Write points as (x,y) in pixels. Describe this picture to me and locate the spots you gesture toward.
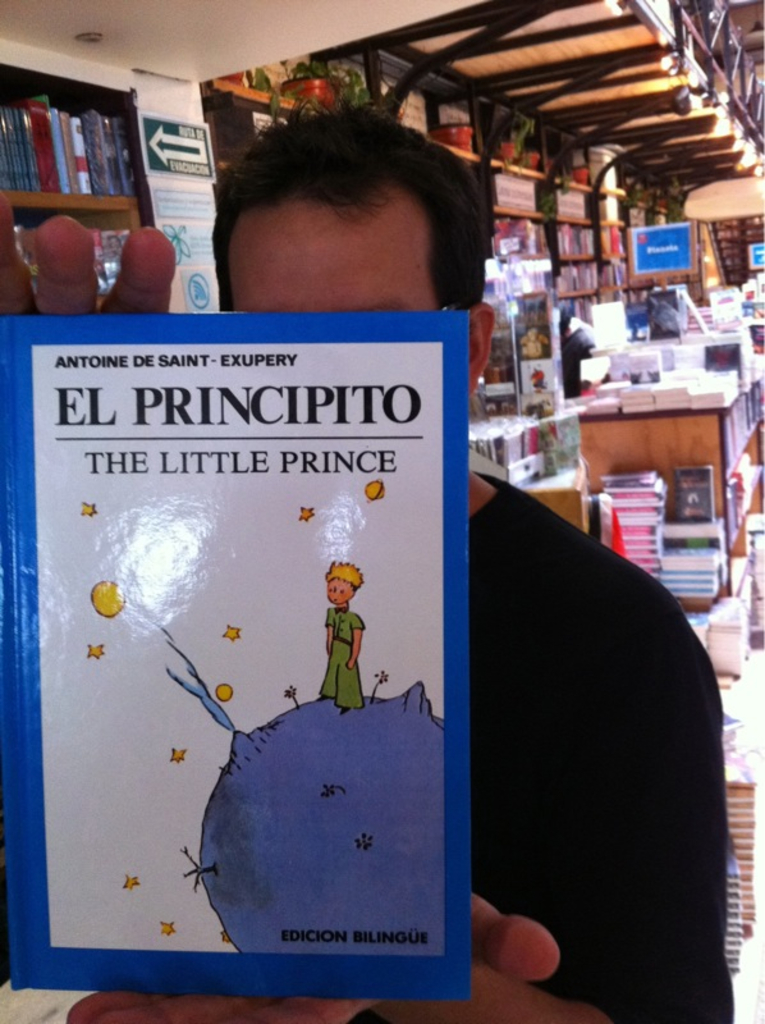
In this image I can see a person (611,973) holding a book (307,679). There are many books (690,406) at the back (554,279) and there are plant pots (509,157) at the top (302,94).
